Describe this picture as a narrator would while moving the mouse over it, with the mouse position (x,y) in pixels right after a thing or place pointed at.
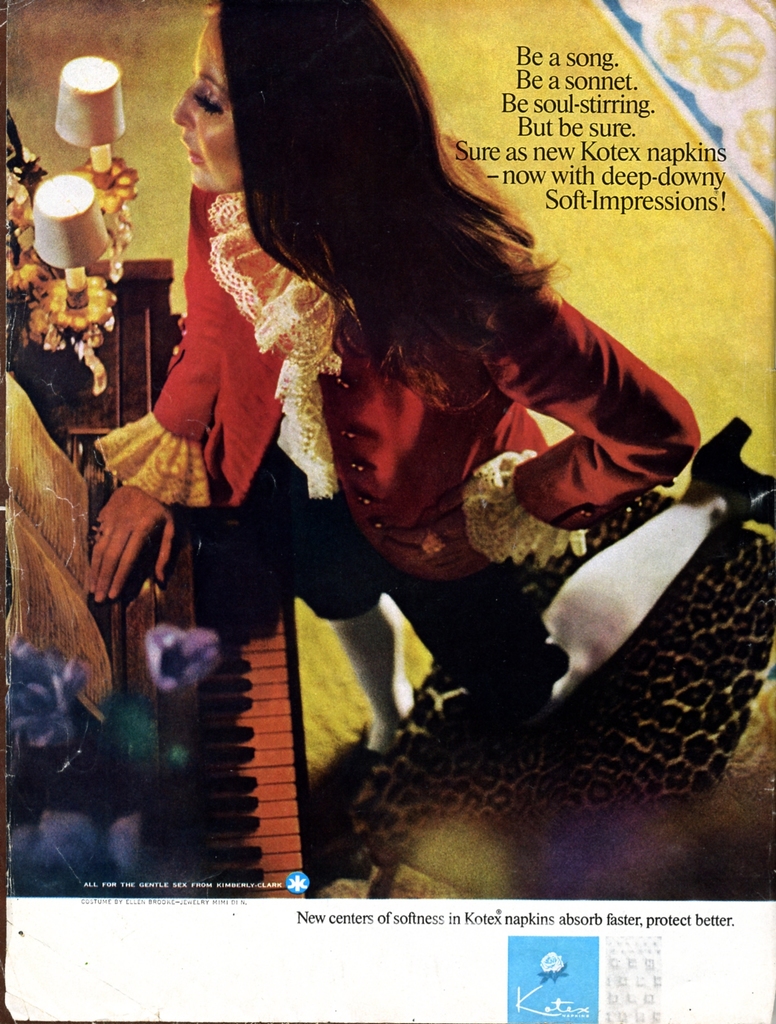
In this image, we can see a person (471,411) wearing clothes (478,430). There is a piano (282,654) and book (45,564) on the left side of the image (69,584). There are lamps (86,246) in the top left of the image (44,257). There is a text (622,103) in the top right of the image (609,132).
